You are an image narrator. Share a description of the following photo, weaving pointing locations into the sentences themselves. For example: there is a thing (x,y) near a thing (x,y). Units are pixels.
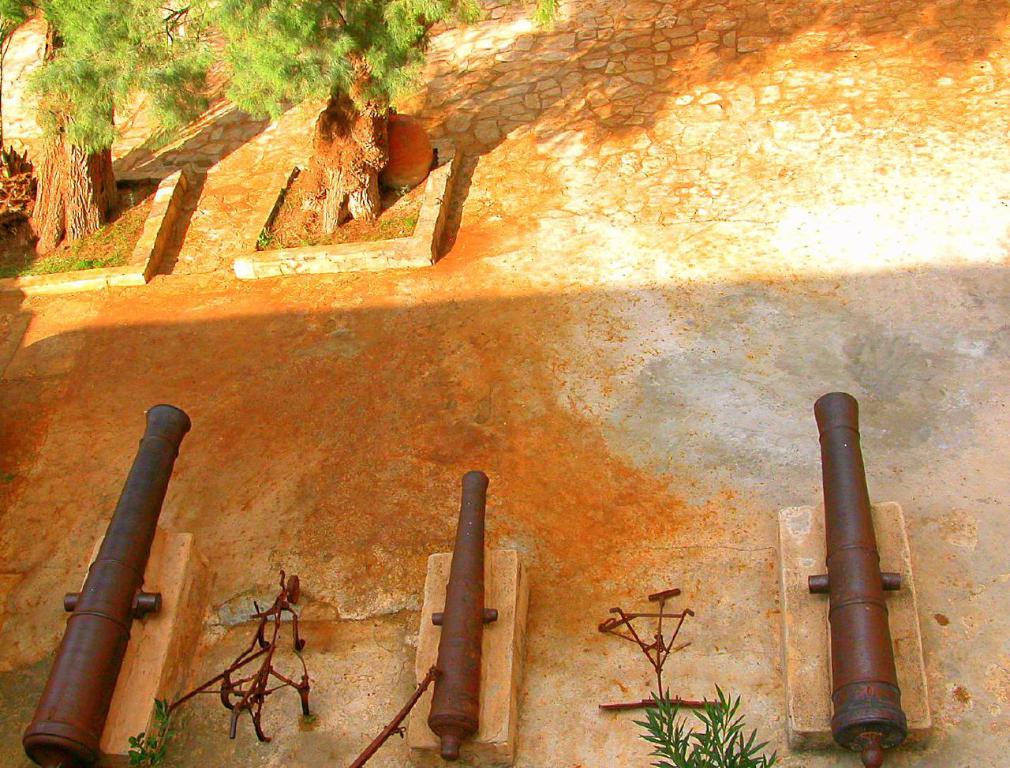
In this image there are three cannons (845,543) are kept on the ground (536,361) as we can see in the bottom of this image (871,592). There are two trees (296,81) on the top of this image (95,125).
